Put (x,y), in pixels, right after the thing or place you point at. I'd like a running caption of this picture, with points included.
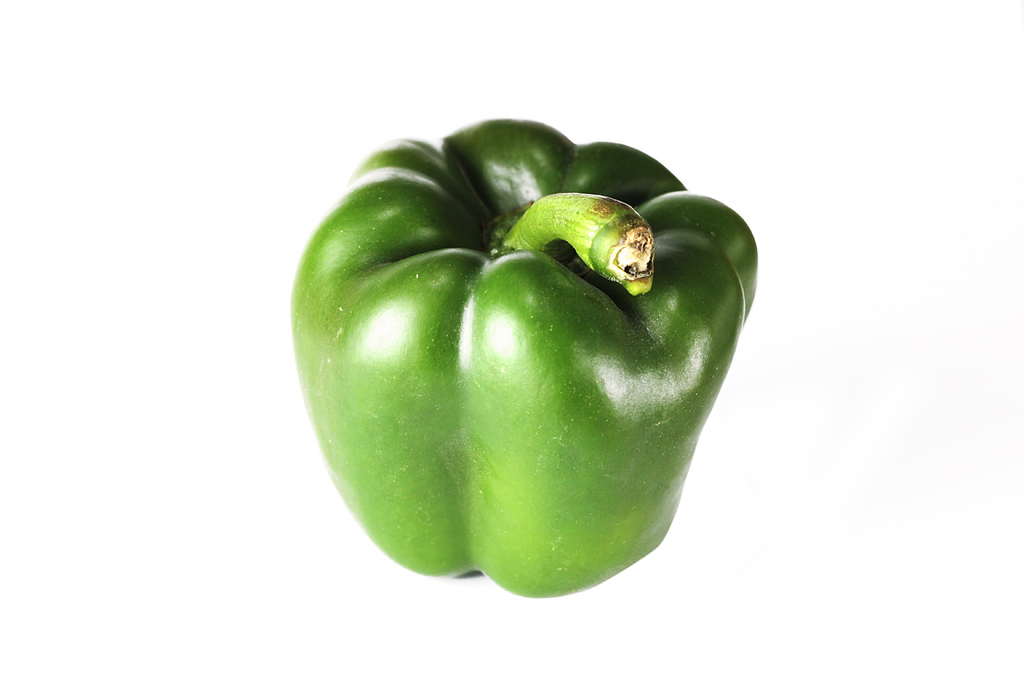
In this image there is a capsicum (534,333).
